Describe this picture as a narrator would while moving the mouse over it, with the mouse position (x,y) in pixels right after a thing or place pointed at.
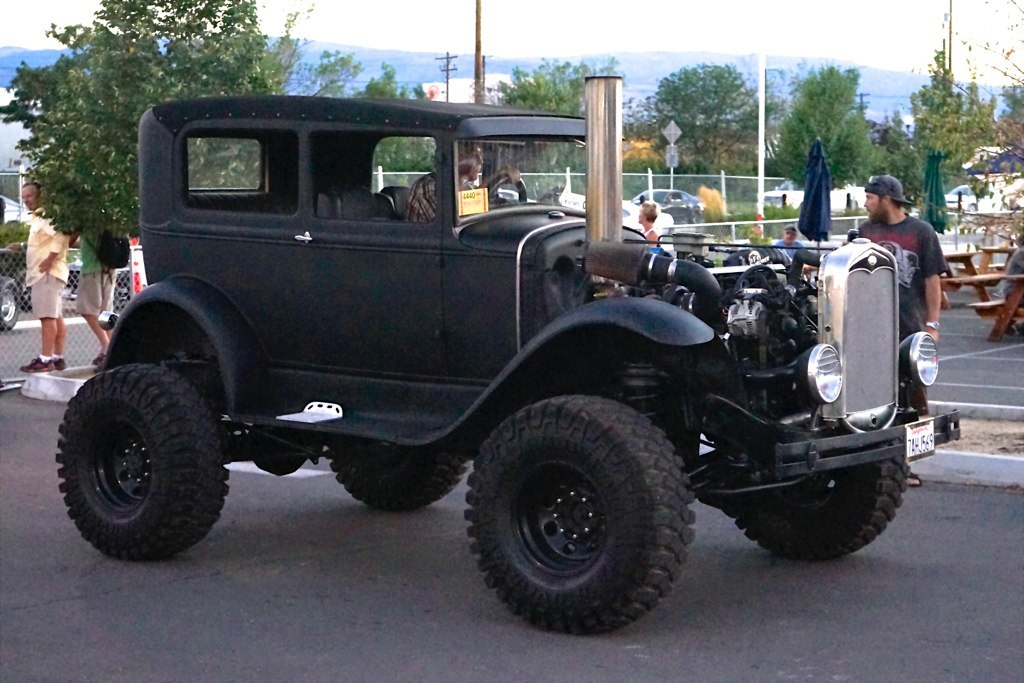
In this image there is one jeep (656,456) in middle of this image (518,281) and one person (484,181) is sitting inside this jeep (434,229). and there is one another person (903,317) is standing at right side of this image (914,303) is wearing a cap (886,184). and there are some trees (896,130) in the background, and there are two persons (36,295) standing at left side of this image (113,278). one person (102,274) is wearing a backpack (117,254) which is in black color. There is one vehicle (0,289) at left side of this image (15,307). there are some poles (476,71) in middle of this image, and there is a mountain (306,66) in the background (422,77) and there is a sky (588,30) at top of this image (817,17).
